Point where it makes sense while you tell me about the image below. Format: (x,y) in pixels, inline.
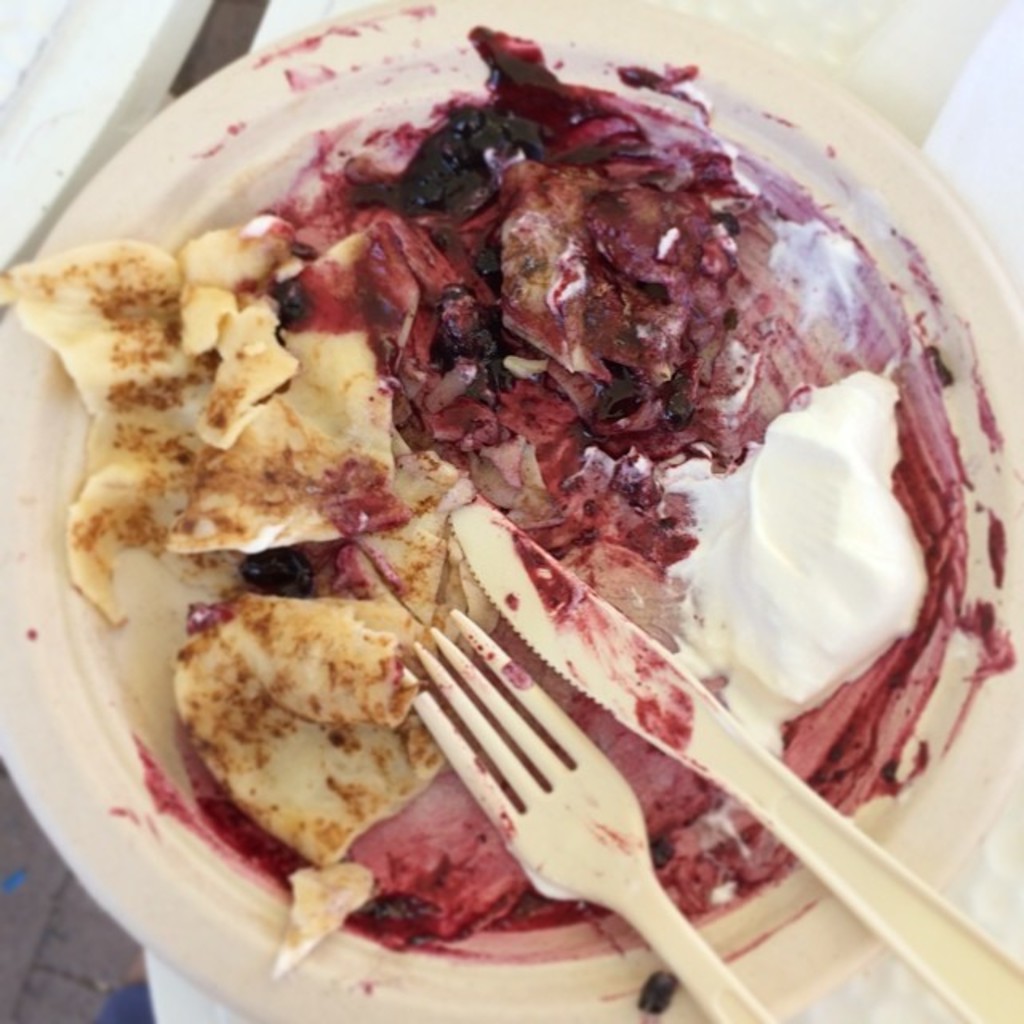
In this image we can see some food item (436,504) which is in plate (891,204) there is knife (502,572) and fork (473,634) in it.
